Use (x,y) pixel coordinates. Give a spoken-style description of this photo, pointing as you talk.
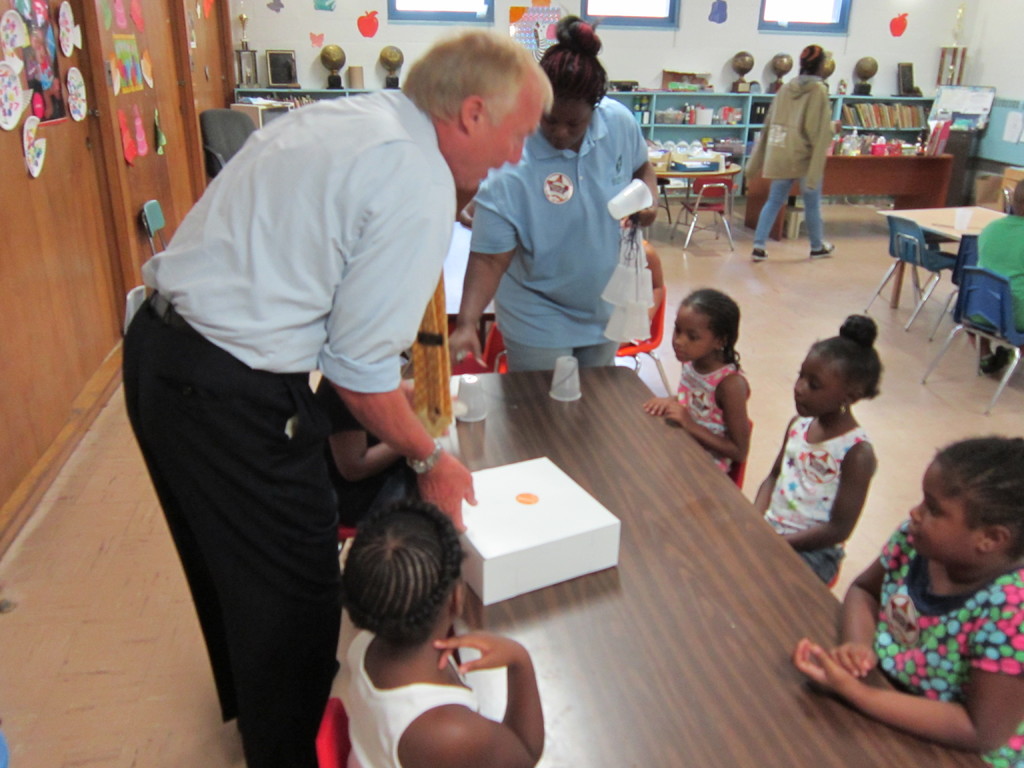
In this image we can see some children (707,393) sitting on the chairs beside a table (554,662) containing some glasses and a box (506,558) placed on it. We can also see two people (544,364) standing beside them. In that a woman (531,322) carrying a bag (622,328) is holding a glass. On the backside (778,132) we can see some stickers (125,74) on a wall (237,33), a table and some chairs (724,205), a person (780,204) standing and some windows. We can also see some statues (749,86), books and some objects (715,146) placed in the shelves (747,145). On the right side (961,310) we can see a person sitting on a chair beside a table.
